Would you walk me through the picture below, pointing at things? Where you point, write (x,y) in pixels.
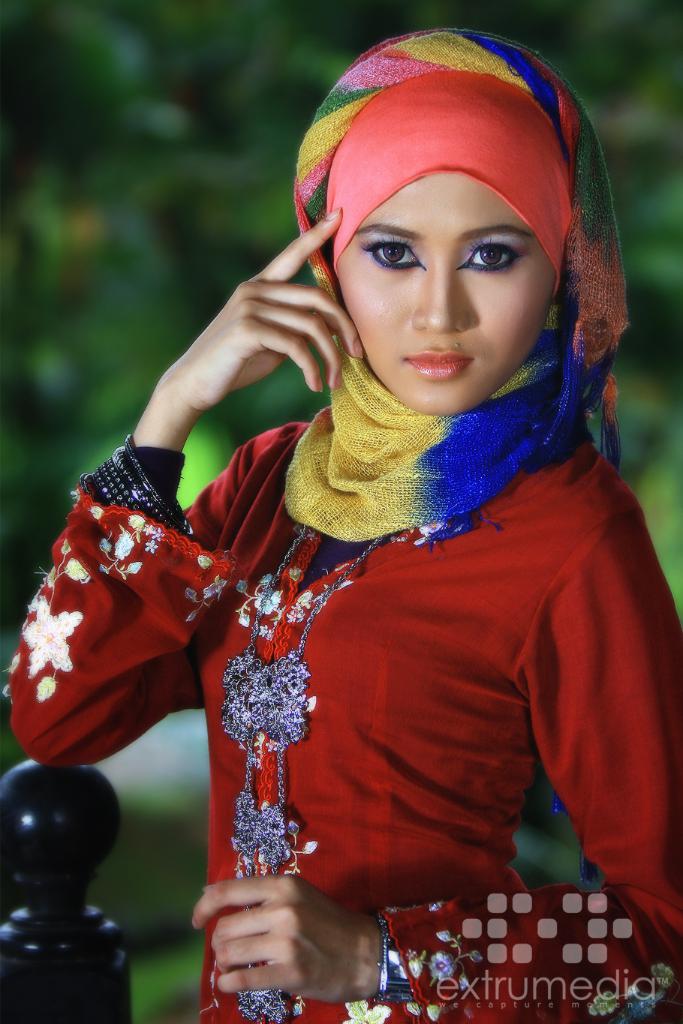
This woman (479,232) wore a scarf (335,461) and red dress (477,582). Background (127,310) it is blur. Bottom of the image (612,975) there is a watermark (624,923).
